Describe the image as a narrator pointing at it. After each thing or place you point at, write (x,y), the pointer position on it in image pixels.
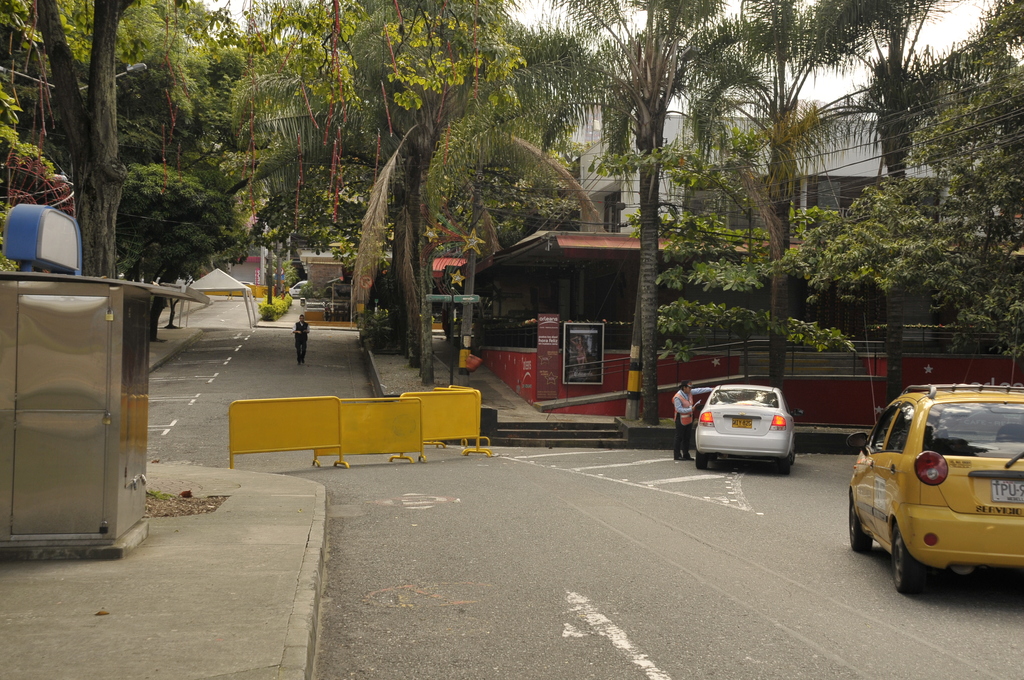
As we can see in the image there are cars (933,491), houses (621,266), a person (678,410) over here, trees (952,164), plants (275,298) and sky (555,17).
